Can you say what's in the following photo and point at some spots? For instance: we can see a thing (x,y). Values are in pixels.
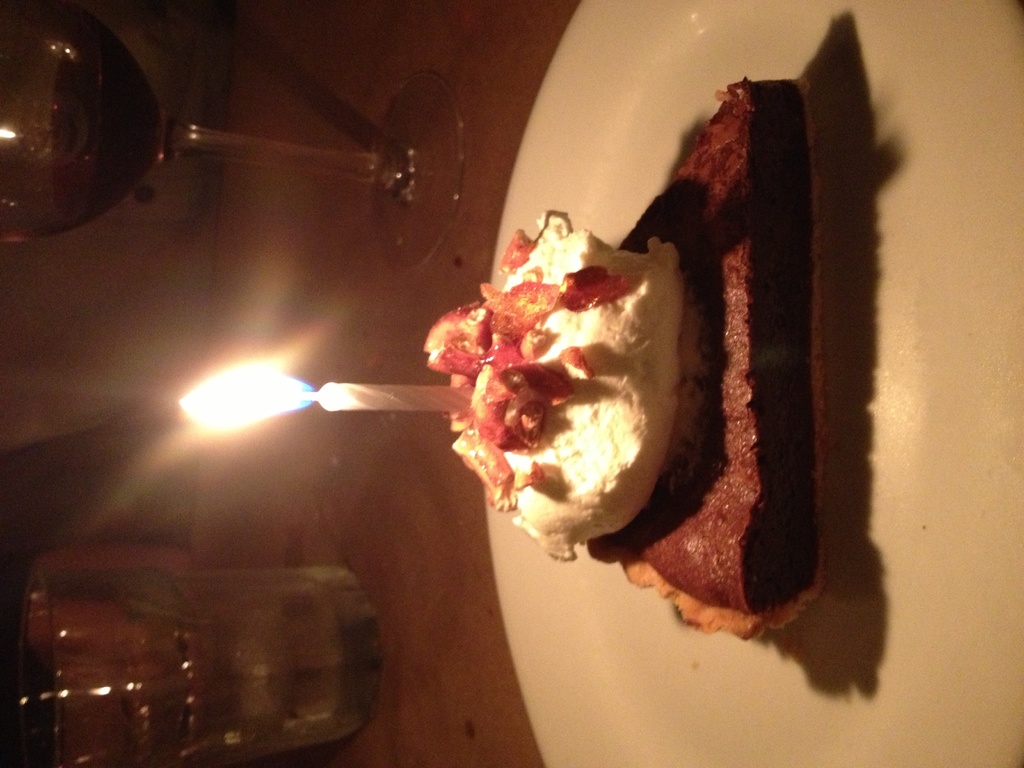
In this image, I can see a cake (586,381) with a candle (322,388) of flame (245,404) is placed on the plate (934,245). This is a wine glass (136,151), a glass (217,668) and a plate (859,492) are placed on the table (442,500).
